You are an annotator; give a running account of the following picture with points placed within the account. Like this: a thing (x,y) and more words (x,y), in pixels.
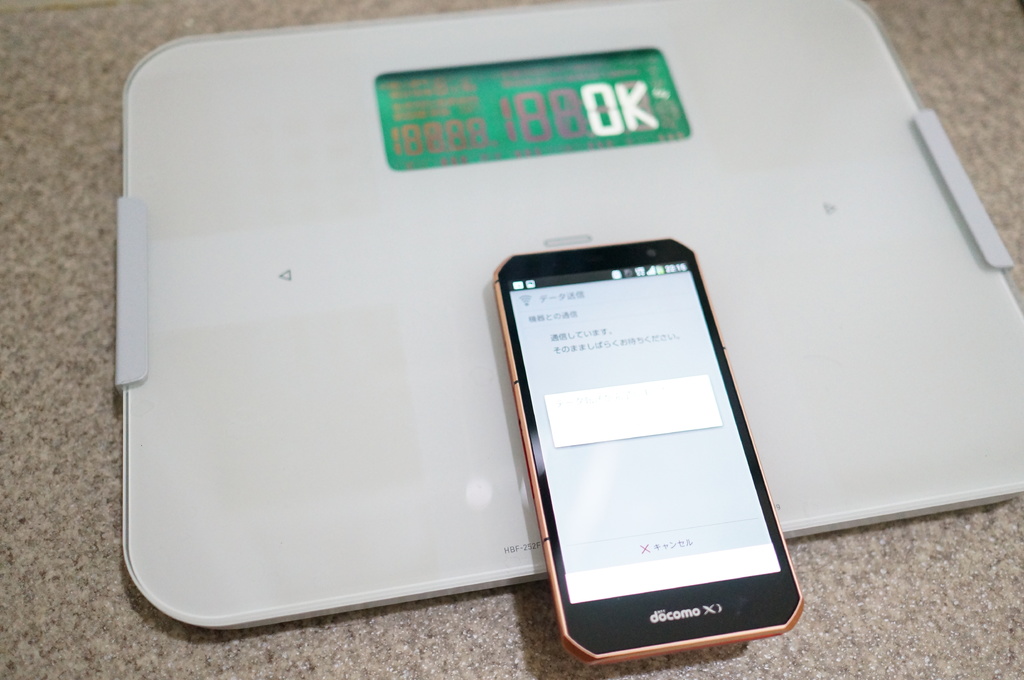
In this image we can see a weighing machine (493,497) and mobile phone (572,525) on the surface (99,353).
